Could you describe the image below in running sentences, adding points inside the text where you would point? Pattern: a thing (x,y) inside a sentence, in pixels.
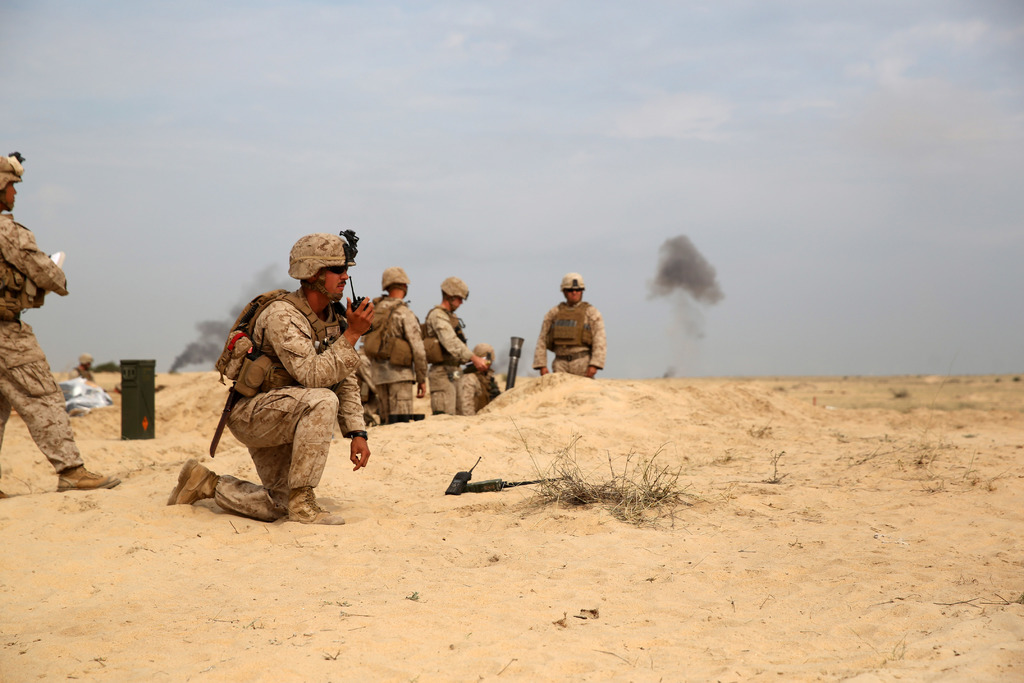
There is a land (406,463) covered with a lot of sand (513,458) and the soldiers (321,434) are moving on the land (194,415), some of them are sitting and they are carrying the weapons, behind the soldiers (555,342) there is some smoke (680,318) evolving from the ground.
